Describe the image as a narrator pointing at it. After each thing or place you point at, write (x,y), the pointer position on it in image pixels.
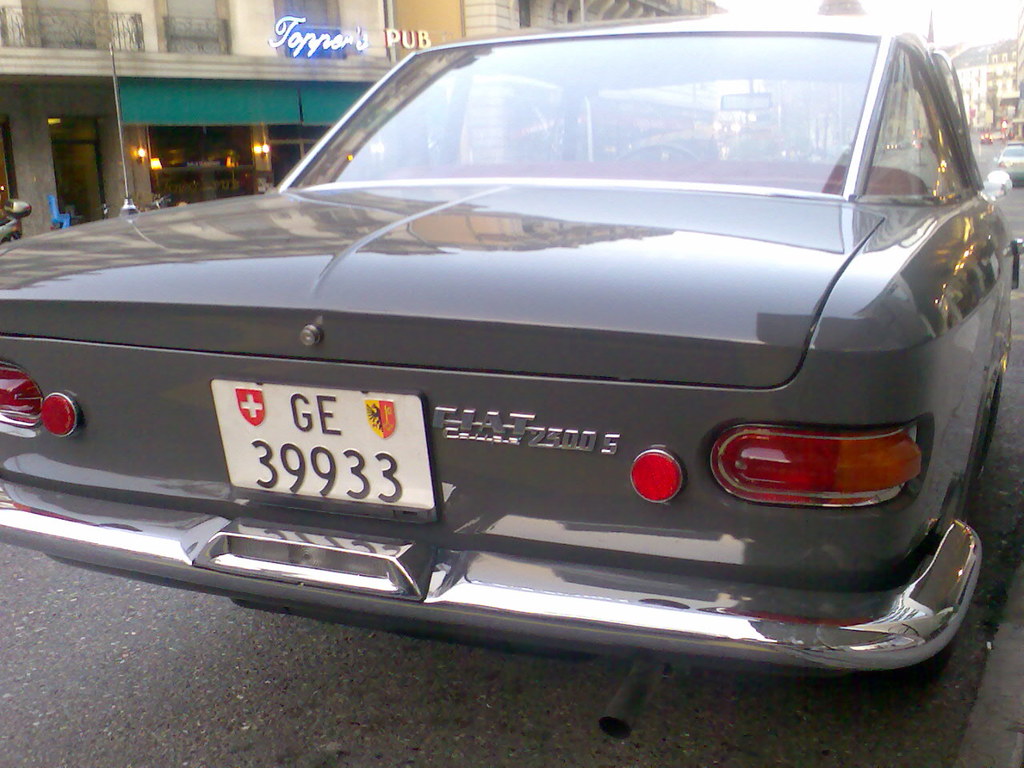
In this image we can see a car (327,482). And we can see some vehicles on the road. And we can see the buildings (287,86), and windows (191,138). And we can see the street lights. And we can see the metal railing (210,35).
